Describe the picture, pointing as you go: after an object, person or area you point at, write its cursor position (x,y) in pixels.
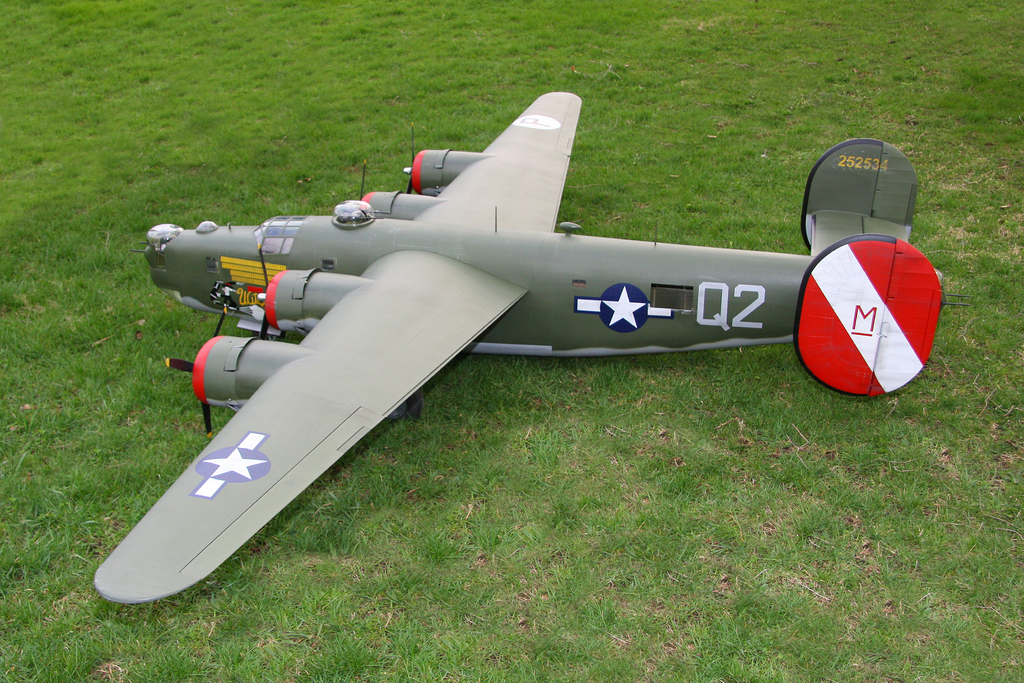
In this image I can see an aircraft (509,285). I can see the grass (180,189).
